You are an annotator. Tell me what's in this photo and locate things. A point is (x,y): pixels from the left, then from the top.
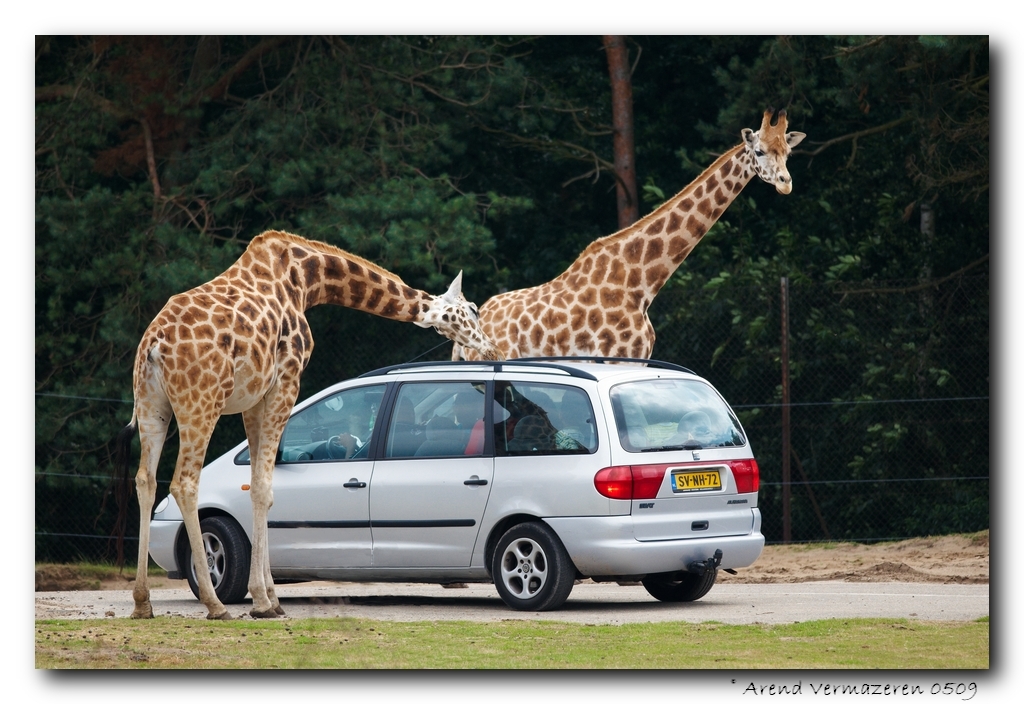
In this picture there are giraffes (141,472) standing and there is a vehicle (527,423) on the road (643,605) and there are people (366,433) inside the vehicle (402,479). At the back (952,168) there are trees (394,178) and there is a fence (804,475). At the bottom (572,605) there is a road (585,605) and there's grass (853,629) on the ground (592,633). At the bottom right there is text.
